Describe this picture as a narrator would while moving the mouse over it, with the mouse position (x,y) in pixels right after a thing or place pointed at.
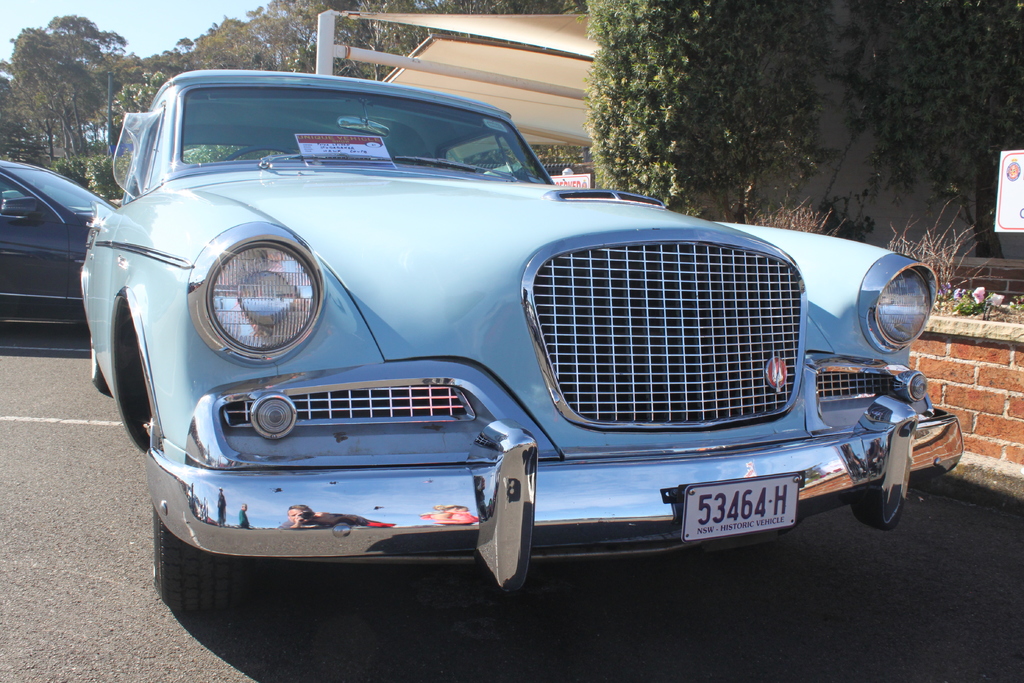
In this image we can see cars (343,293) on the road (116,463) there is a wall (987,367) beside the car (936,281) and there are few trees (748,117), shed (502,88) and the sky (171,17) in the background (612,95).
